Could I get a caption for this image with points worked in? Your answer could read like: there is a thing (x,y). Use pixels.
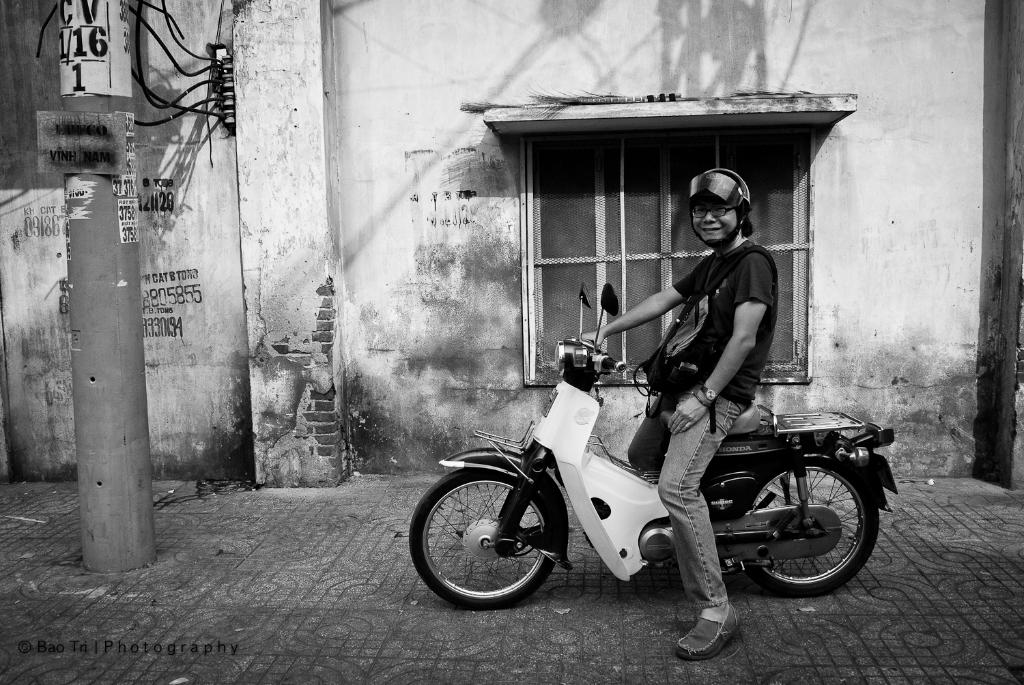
A black and white picture. This man (703,549) is sitting on a motorbike (726,437) and wore helmet (716,179). This building (569,252) is with window (572,239). In-front of this building (269,196) there is a current pole (120,509).
